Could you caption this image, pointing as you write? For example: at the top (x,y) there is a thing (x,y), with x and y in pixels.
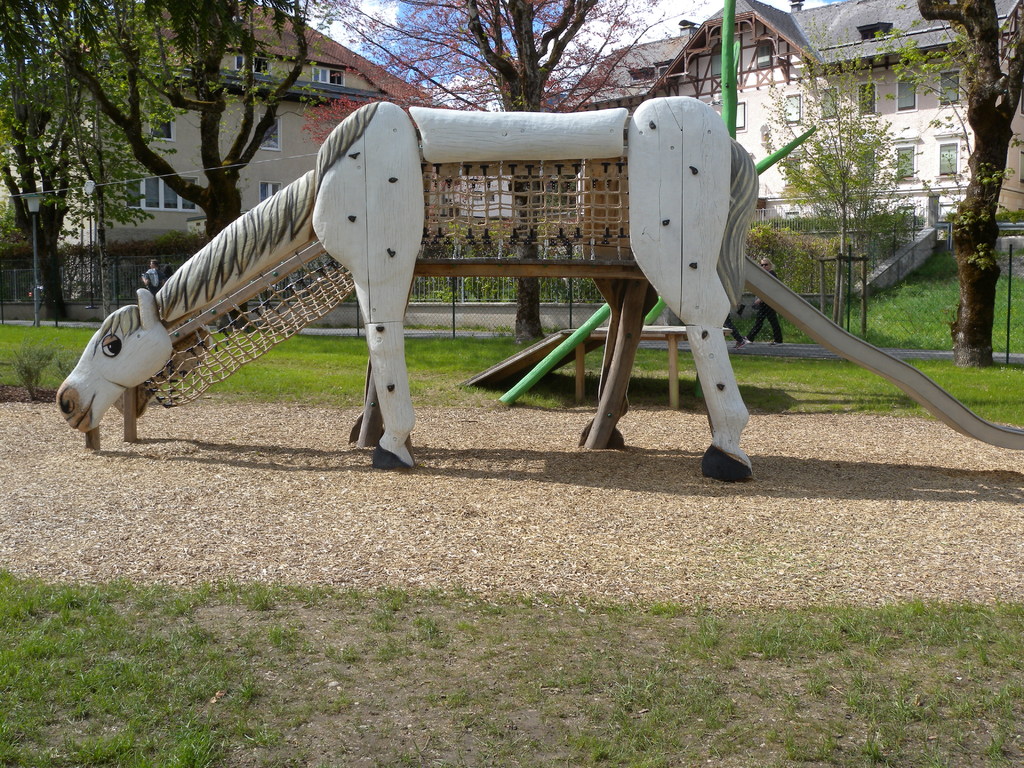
In this image I can see a slide (372,206) which is in the shape of an animal (512,237). Back I can see few trees (517,45), buildings (713,74), windows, light pole (35,266), fencing (23,273) and few people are walking on the road (434,335).
